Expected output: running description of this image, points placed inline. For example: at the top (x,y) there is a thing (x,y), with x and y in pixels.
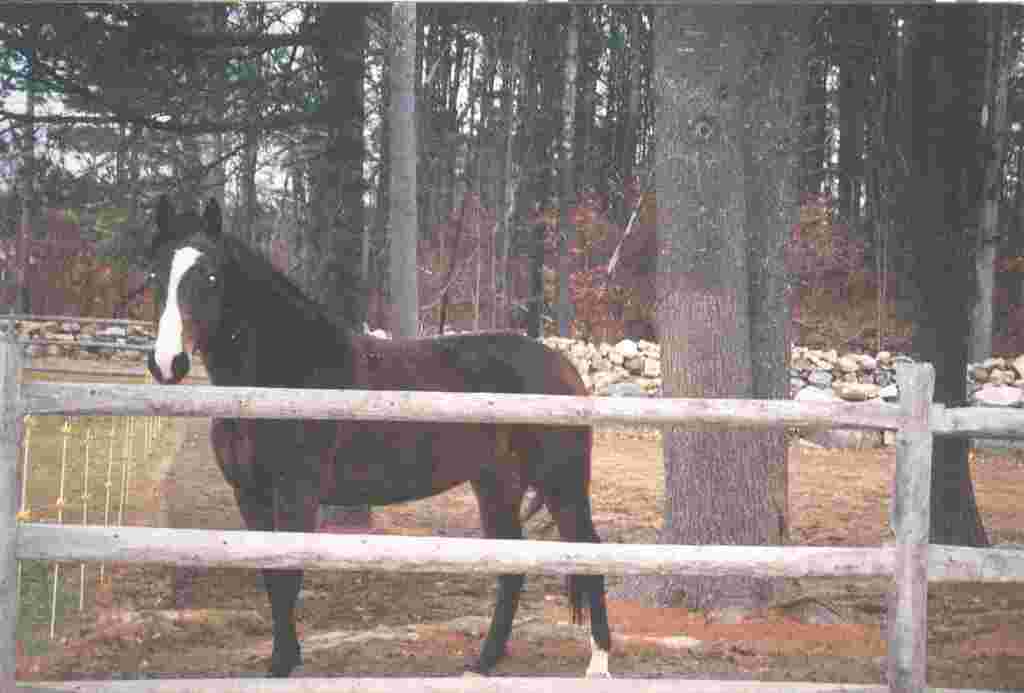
In this image I can see the wooden fencing (725,573) in the front (594,555) and behind it I can see a horse (592,665) is standing on the ground (476,646). I can see the colour of the horse (412,452) is brown, black and little bit white. In the background (295,260) I can see number of trees (728,280), number of stones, plastic fencing (113,345) and the sky (67,168).
